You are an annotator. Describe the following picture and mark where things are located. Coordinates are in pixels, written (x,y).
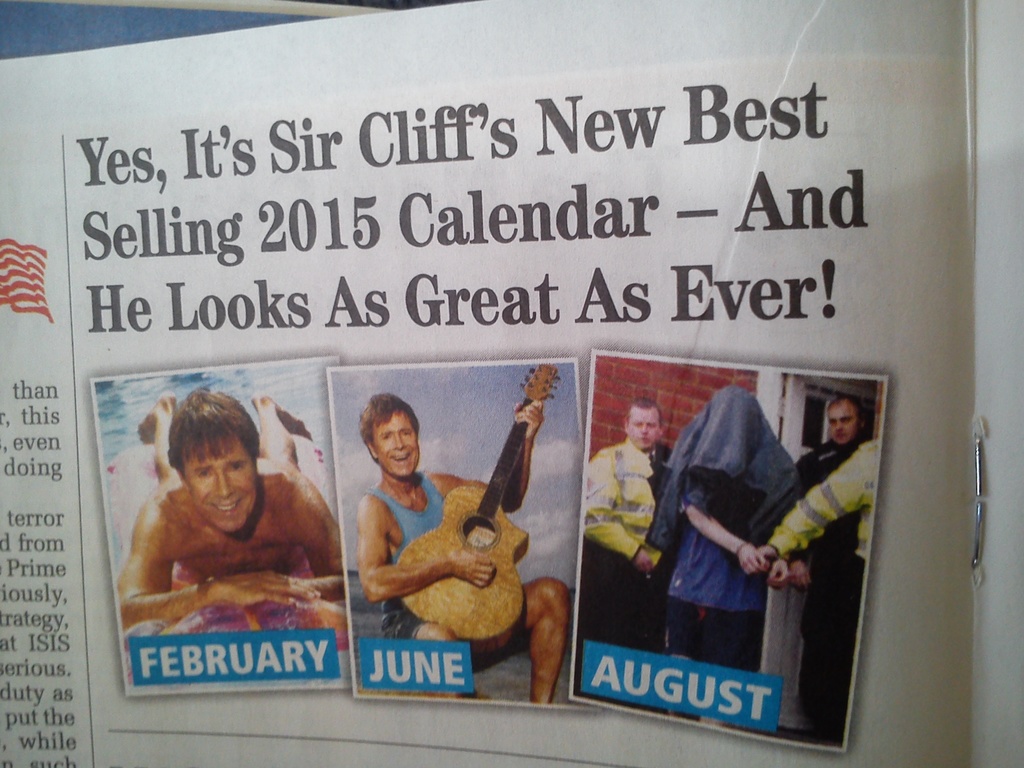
There is a book (259,244). On the book (259,244) we can see a man (420,497) who is playing guitar (506,558). He is smiling and here we can see four persons (833,494) are standing on the floor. On the background (673,391) there is a wall (637,388).
